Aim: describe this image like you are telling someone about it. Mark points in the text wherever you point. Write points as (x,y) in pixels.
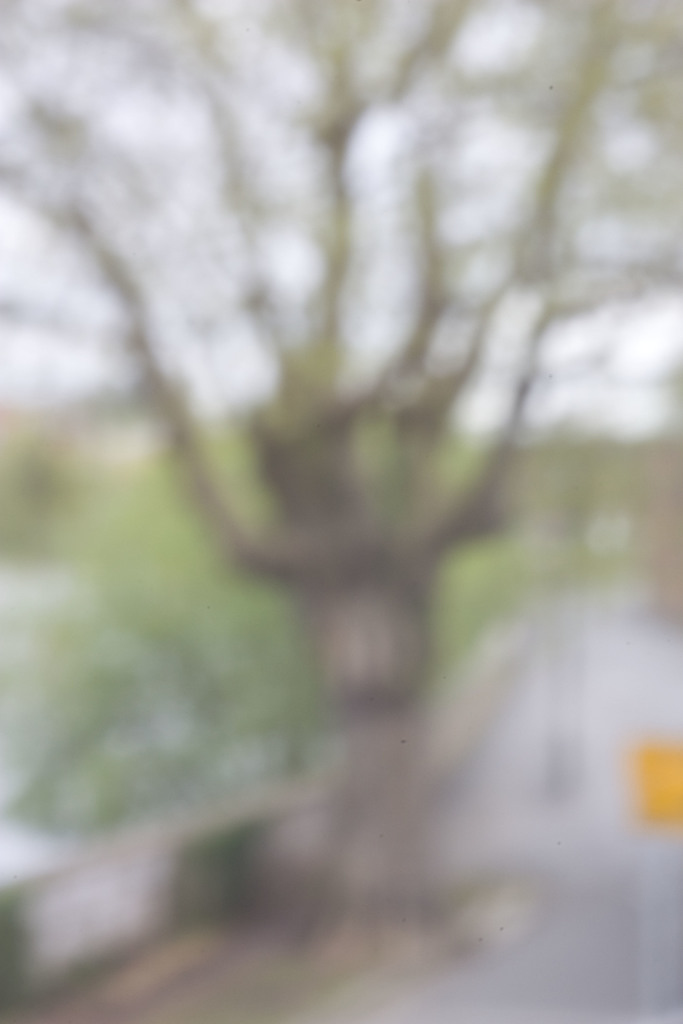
This is a blurred image. In this image we can see a tree (301,426).
